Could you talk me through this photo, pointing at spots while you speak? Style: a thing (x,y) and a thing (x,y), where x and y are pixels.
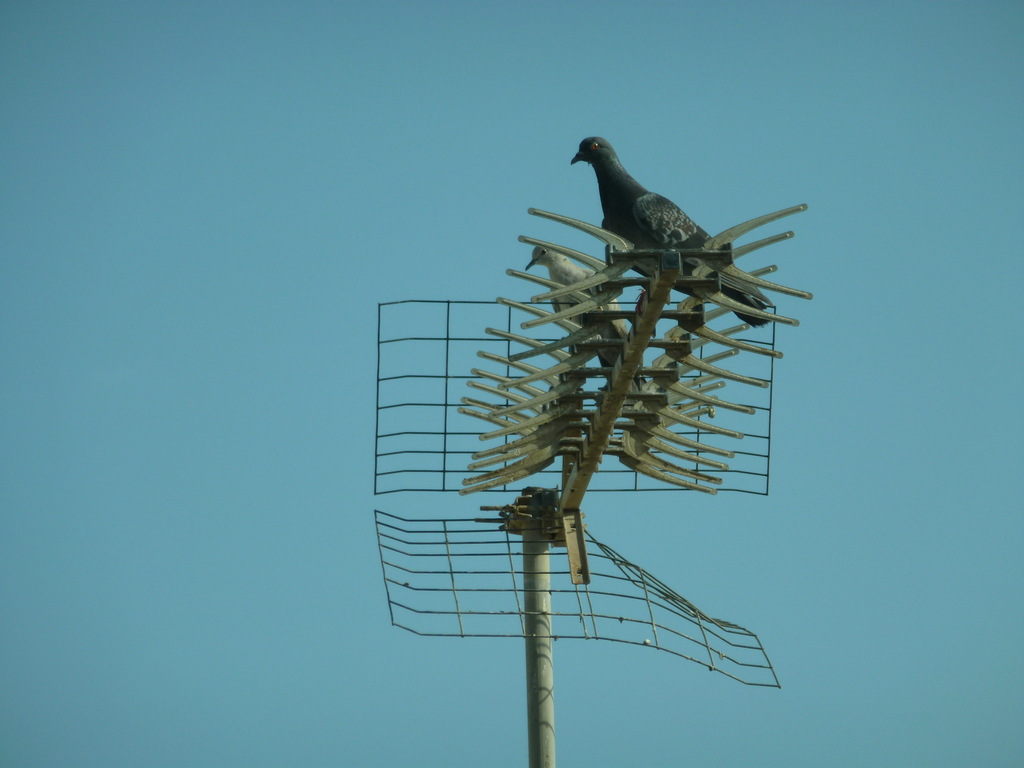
In this picture we can observe a pole (538,569). There is a mesh (407,583) on the pole (528,623) on which there are two birds (636,247). We can observe black and white color birds (637,198) on the pole (543,552). In the background (167,327) there is a sky (345,183).
